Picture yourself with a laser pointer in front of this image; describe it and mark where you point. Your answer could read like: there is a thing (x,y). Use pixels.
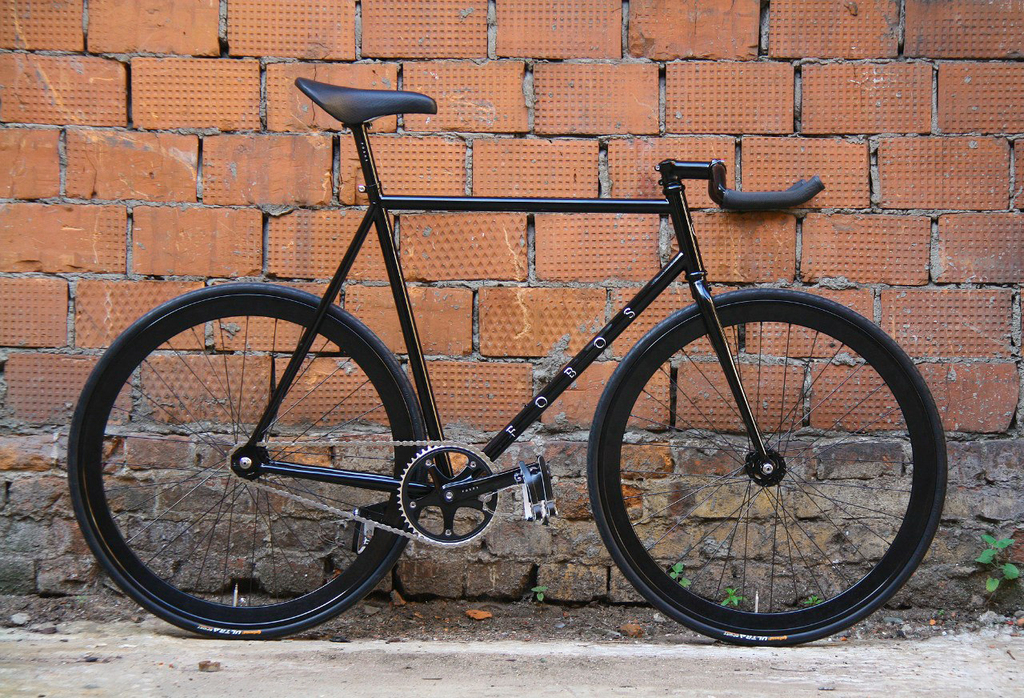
In this image I can see the bicycle (480,467) which is in black color. To the side of the bicycle (598,491) I can see the brown color brick wall (624,234). I can also see some plants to the side.
